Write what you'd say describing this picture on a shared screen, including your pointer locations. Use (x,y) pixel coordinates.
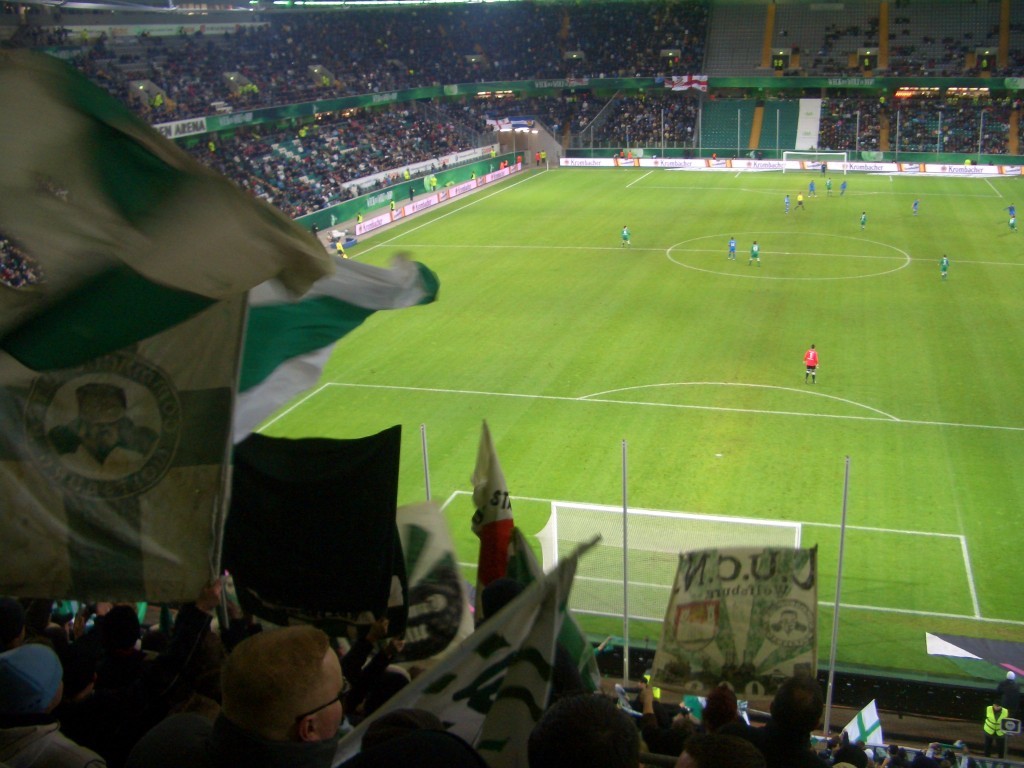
In this image I can see group of people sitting holding few flags (201,411). Background I can see many people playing game, the person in front wearing red color shirt (818,358), black short (813,372). I can also see few green color boards (886,80).
